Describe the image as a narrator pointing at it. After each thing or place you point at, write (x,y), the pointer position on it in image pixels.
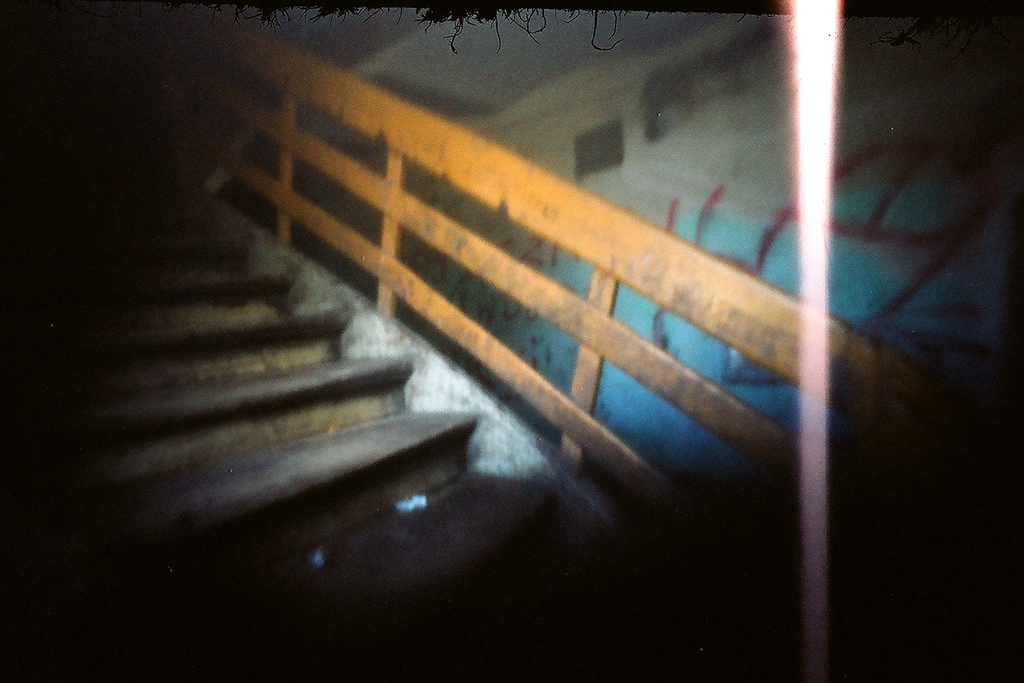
In this image there is a staircase (341,337) in the middle (389,310). On the right side (732,167) there is a wall (752,186) on which there is a painting (699,218).
